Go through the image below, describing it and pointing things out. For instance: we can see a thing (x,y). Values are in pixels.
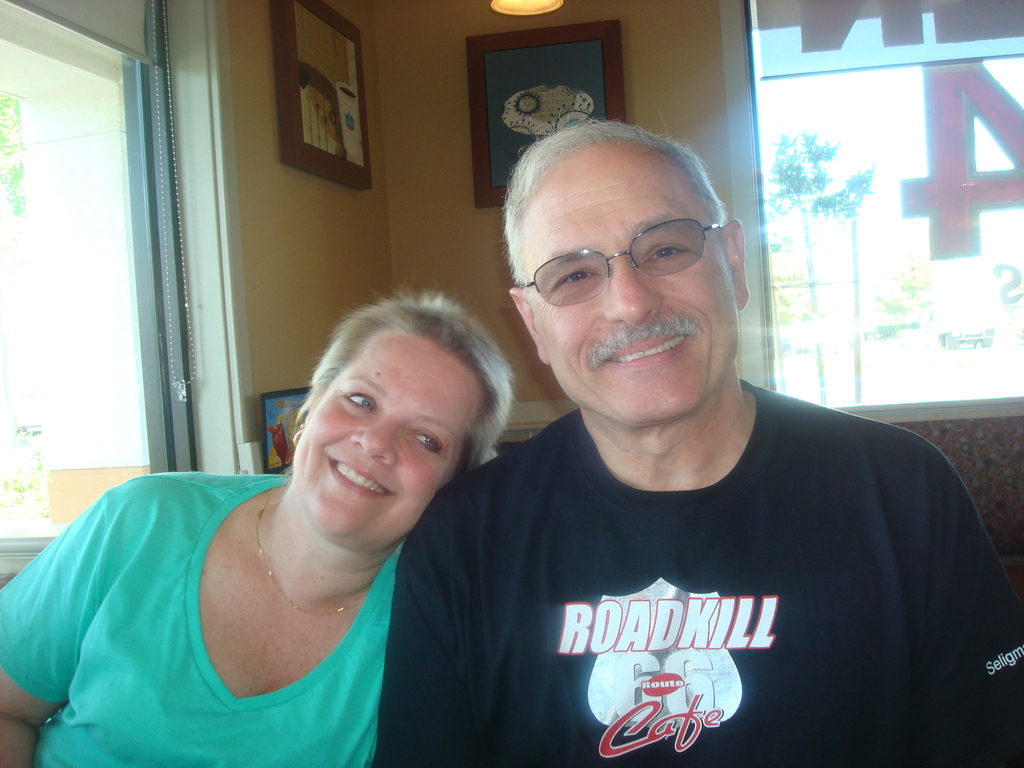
In the picture we can see a man (635,617) and a woman (326,588) sitting on the chair (967,482) and the woman (325,482) is leaning on the man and man (857,623) is wearing a black T-shirt (698,623) and woman (249,600) is wearing a blue dress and in the background (92,444) we can see a wall (291,333) with glass windows (900,221) and into the wall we can see some photo frames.
